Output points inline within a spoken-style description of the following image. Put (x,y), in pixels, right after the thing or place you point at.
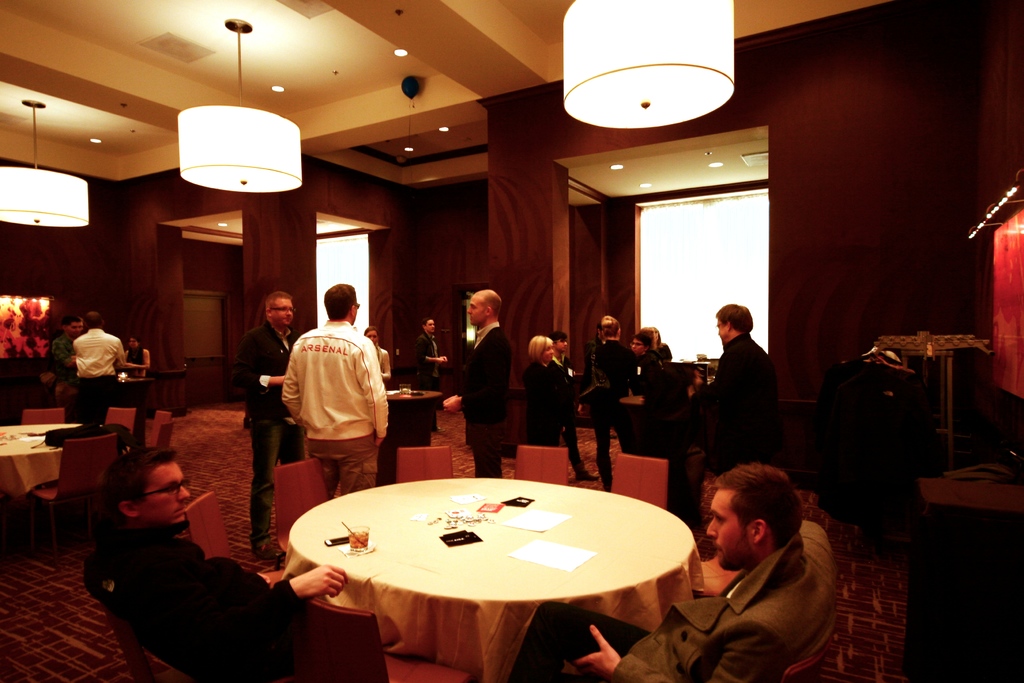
At the top (387,52) we can see ceiling (363,59) and lights (398,53). These are doors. We can see all the persons (739,387) standing on the floor (853,615). We can see two persons (305,578) sitting on chairs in front of a table (535,601) and on the table (384,595) we can see mobile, papers (555,553), drinking glass (358,540).
